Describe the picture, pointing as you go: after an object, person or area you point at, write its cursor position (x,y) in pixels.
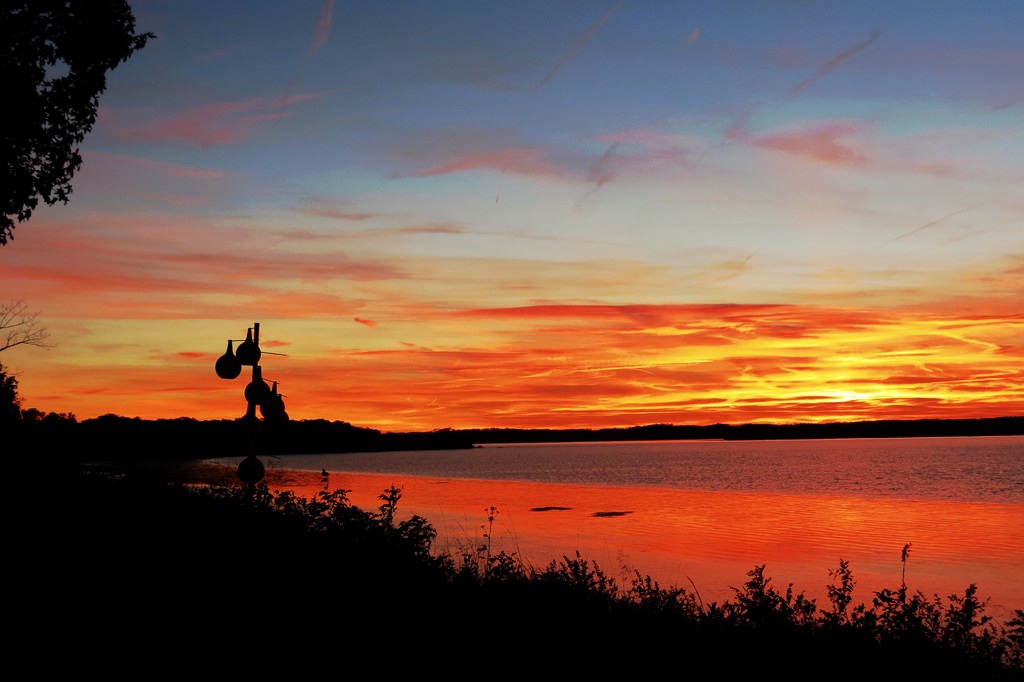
In this picture we can see some plants (692,647) at the bottom (621,646), on the left side (35,130) there is a tree (18,121), we can see water (854,508) in the middle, there is the sky (645,333) and clouds (630,268) at the top of the picture (608,199).
